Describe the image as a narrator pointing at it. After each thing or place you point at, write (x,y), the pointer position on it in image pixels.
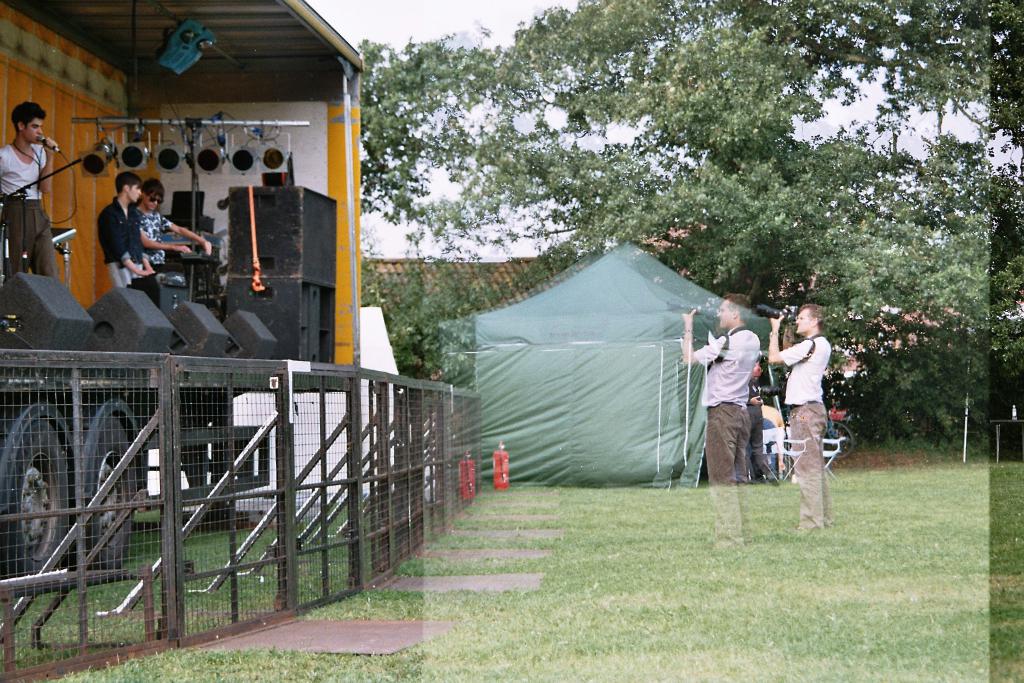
In this image we can see few people (158,242) playing musical instruments (184,254). A person (22,158) singing and holding a microphone (47,143) in the image. There is a grassy land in the image. There is a fence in the image. There is a tent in the image. There are few people (760,409) standing and holding some objects (778,393) in their hands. There are many trees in the image.
